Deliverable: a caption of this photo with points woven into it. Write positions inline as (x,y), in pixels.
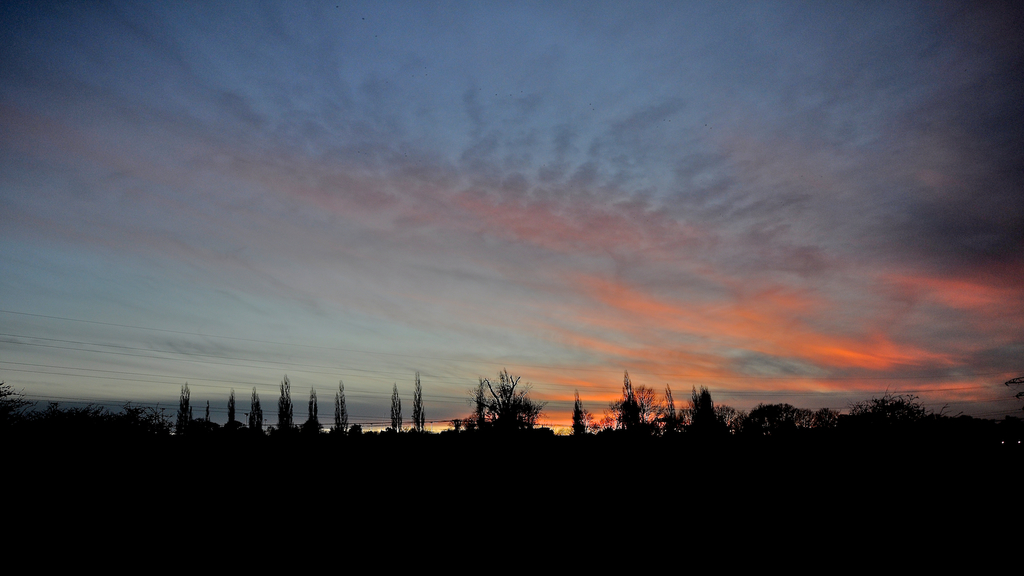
In this image we can see a group of trees (918,414) and cloudy sky (541,279).
